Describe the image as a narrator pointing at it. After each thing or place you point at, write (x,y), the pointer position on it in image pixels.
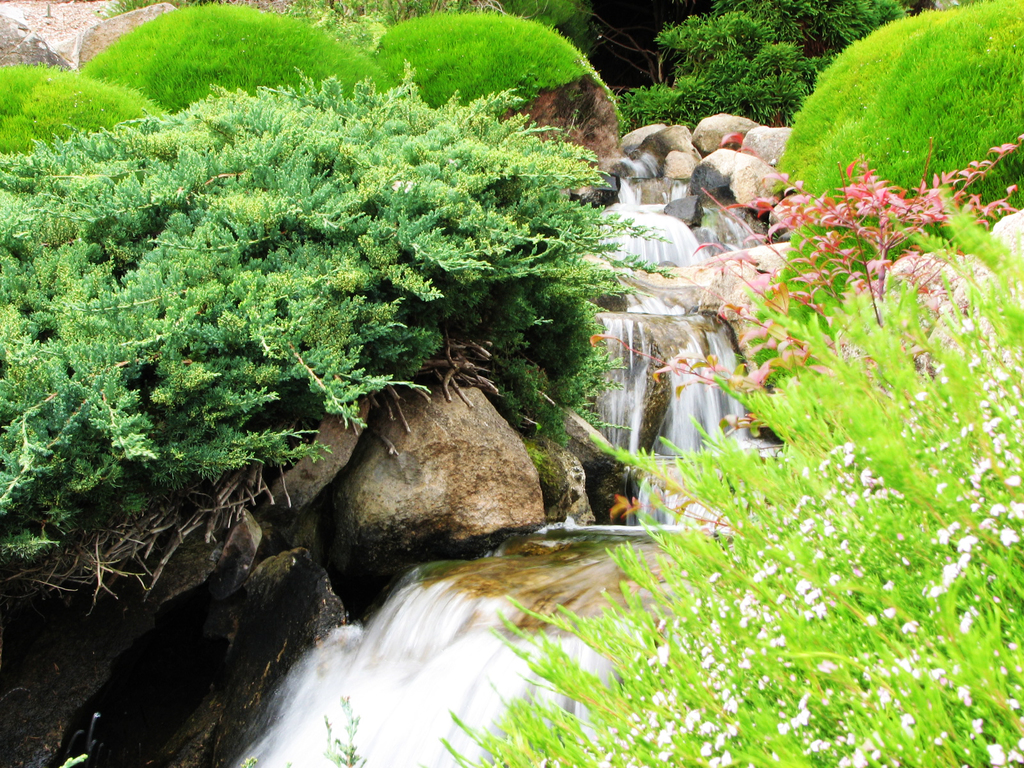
In this image we can see plants (539,195), grass (431,81), stones (318,485) and waterfall (368,653).
